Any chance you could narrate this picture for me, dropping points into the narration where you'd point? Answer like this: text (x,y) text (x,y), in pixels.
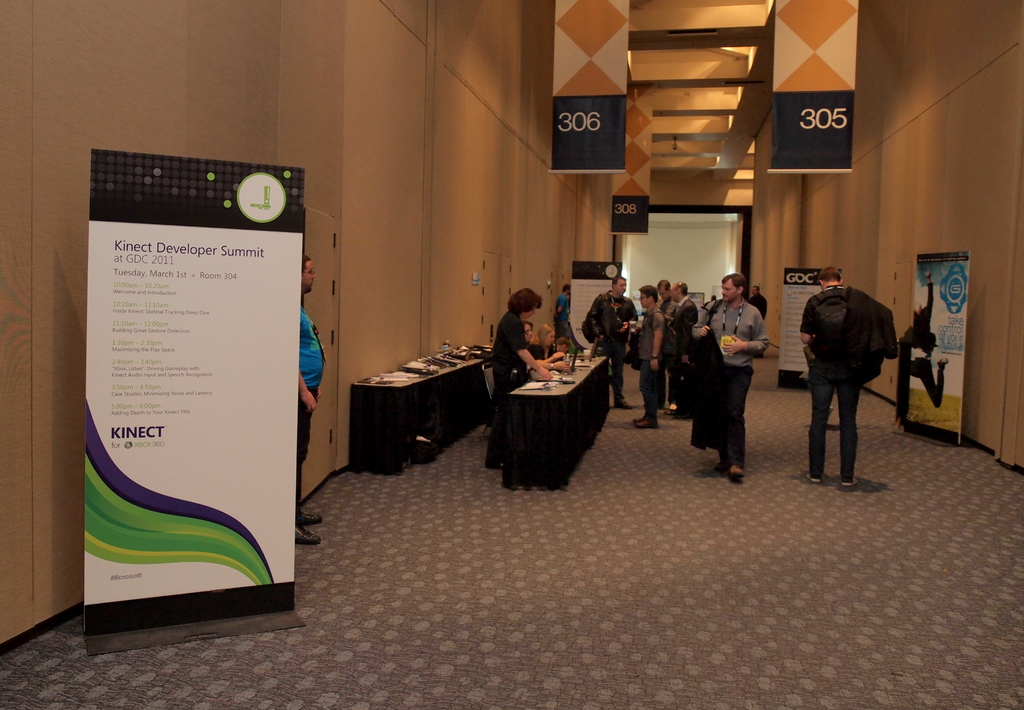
In this image I can see a banner (199,402) which is white and black in color, few persons (302,372) standing and few desks (406,395). On the desks (421,387) I can see few objects (408,374) and in the background (640,80) I can see the ceiling (703,27), few lights (702,28) to the ceiling (710,66), few banners (584,125) to the ceiling (747,98), few banners (795,280) on the ground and few walls (647,272) which are brown and white in color.
